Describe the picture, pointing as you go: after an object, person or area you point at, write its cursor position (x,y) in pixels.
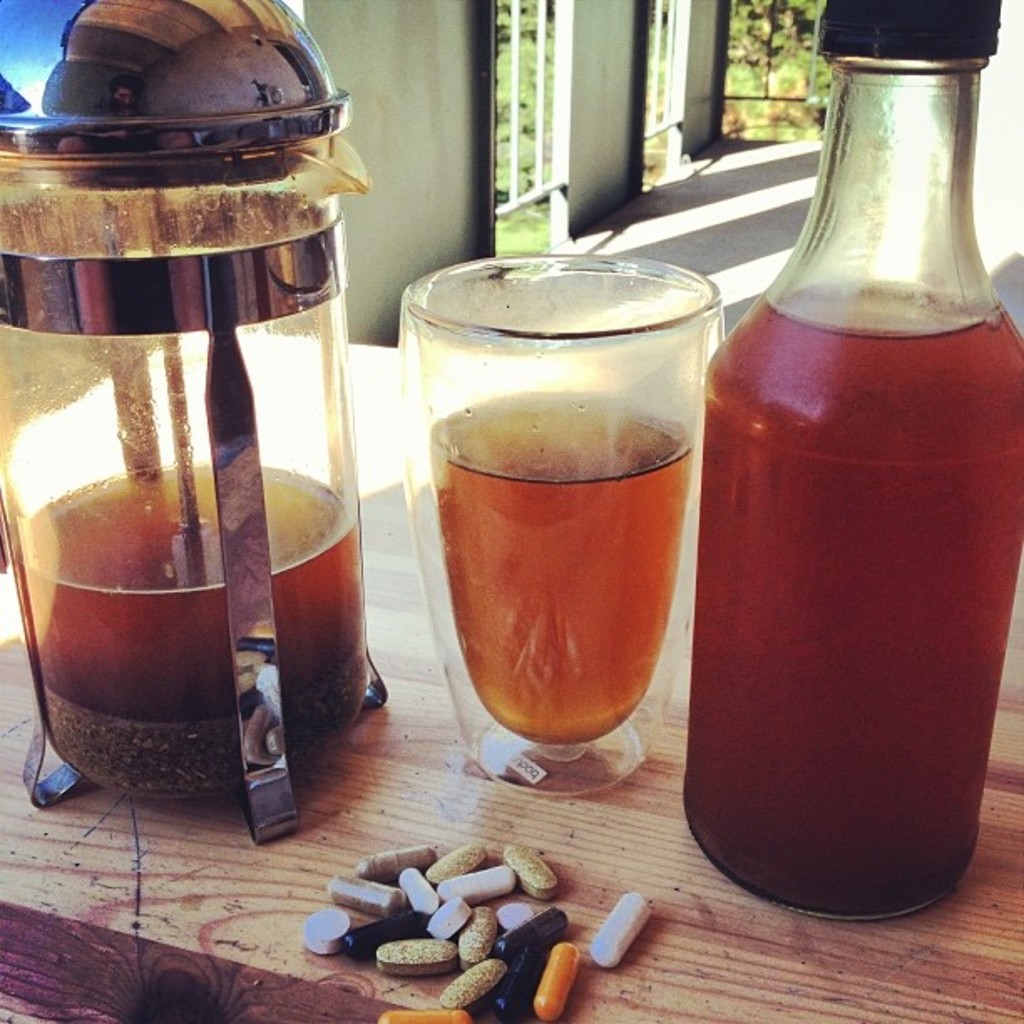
In this image i can see a bottle (941,533), a glass (593,785) and a jar (127,366) on the table (242,953) and there are some pills (436,863). In the background (673,83) i can see a window (543,136) through which i can see trees (529,83) and also a wall (427,102).
